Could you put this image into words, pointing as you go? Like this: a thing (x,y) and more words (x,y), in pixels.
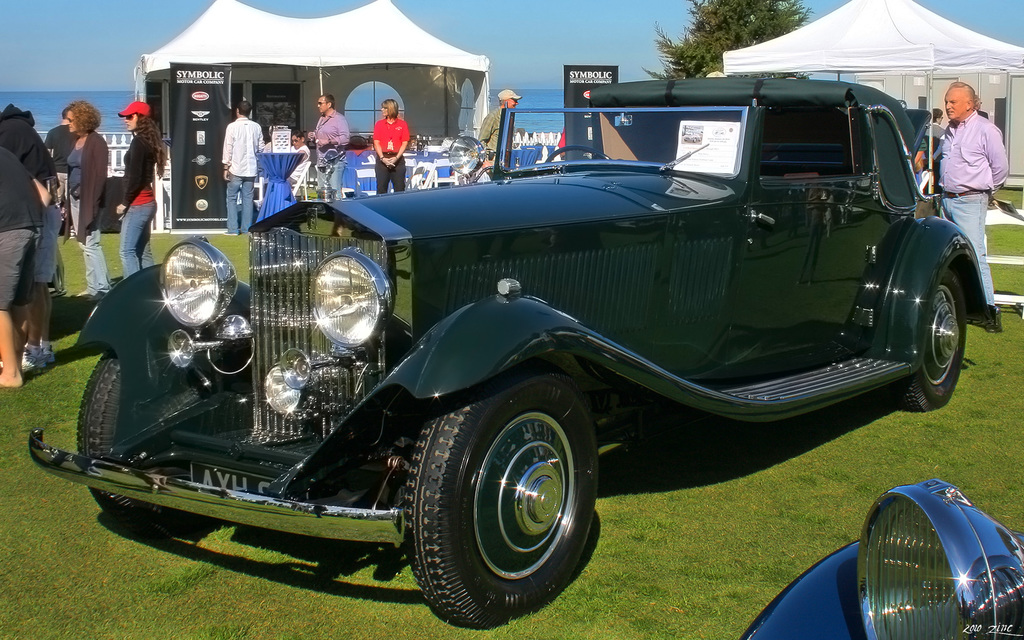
In the image there is a car (723,249) and in the foreground (833,252), it is kept on a grassland (626,629) and around the car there are many people (6,238), there are two tents (392,70) and under the tents (163,76) there are few people (398,132), there are banners (218,97) behind the car (474,168) and in the background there is a water surface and on the right side (709,23) there is a tree (742,23).
